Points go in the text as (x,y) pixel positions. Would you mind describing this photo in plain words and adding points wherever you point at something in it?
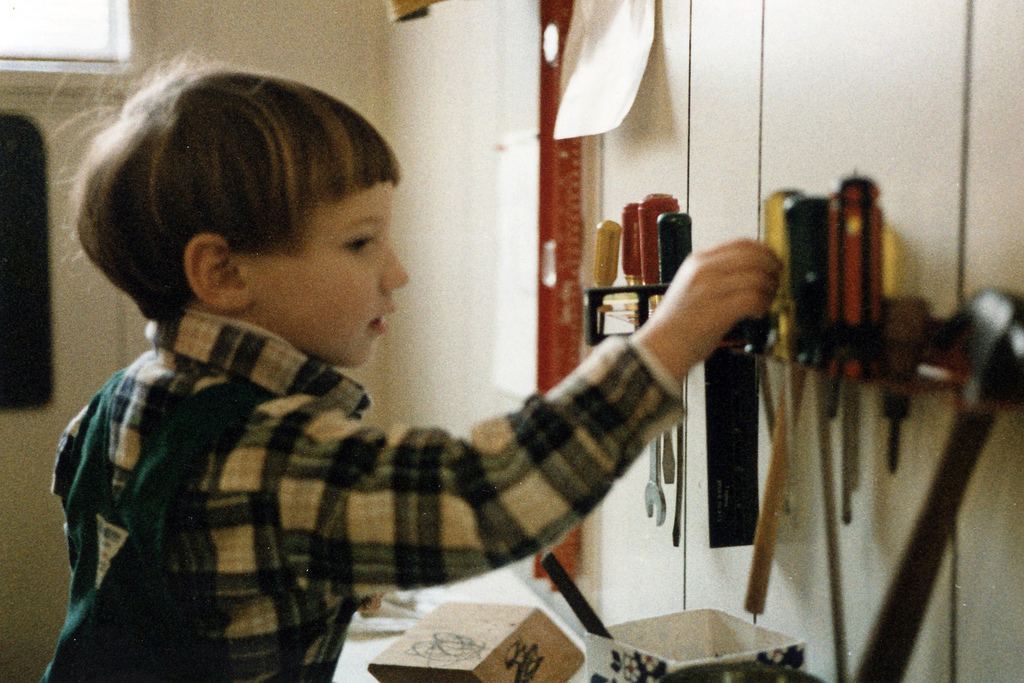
In this picture we can see a boy (715,280). There are few tools (989,391) in the rack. We can see a paper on the wall (631,614). There is a box (568,679) and a bowl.
